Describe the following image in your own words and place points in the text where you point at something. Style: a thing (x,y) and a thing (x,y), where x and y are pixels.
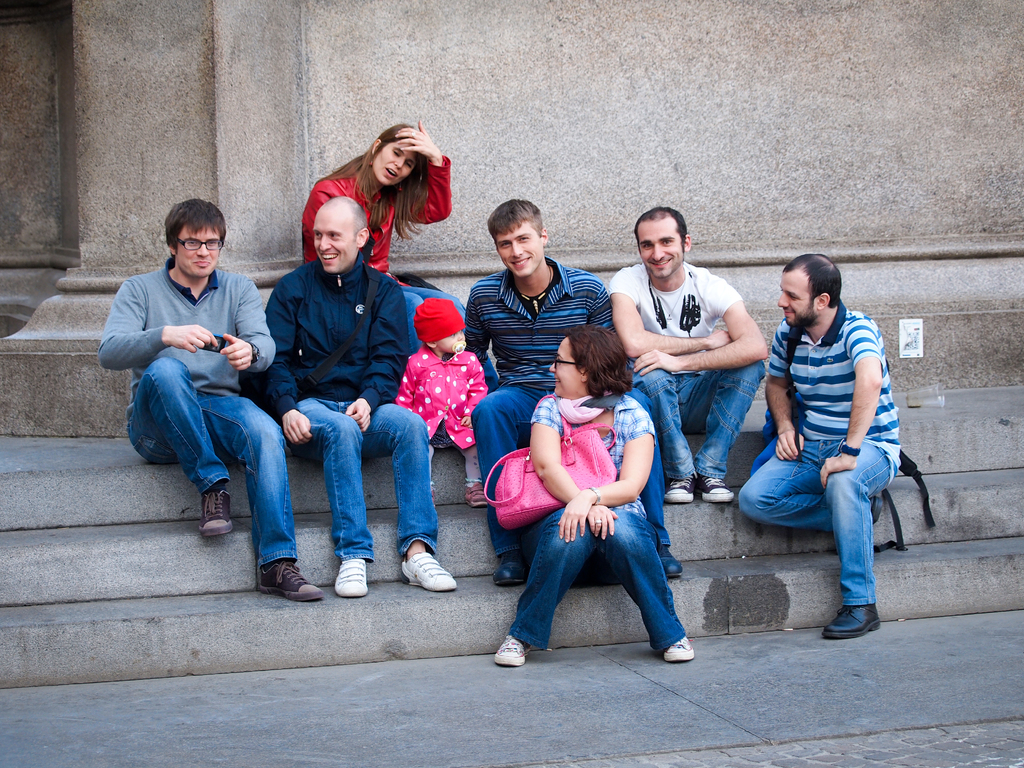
In the image we can see there are many people (510,317) wearing clothes (388,357) and shoes (504,644), they are sitting on the stairs (931,497) there is even a child (436,381). This is a bag (920,486), device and spectacles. These are the stairs (56,489) and footpath (684,736).
